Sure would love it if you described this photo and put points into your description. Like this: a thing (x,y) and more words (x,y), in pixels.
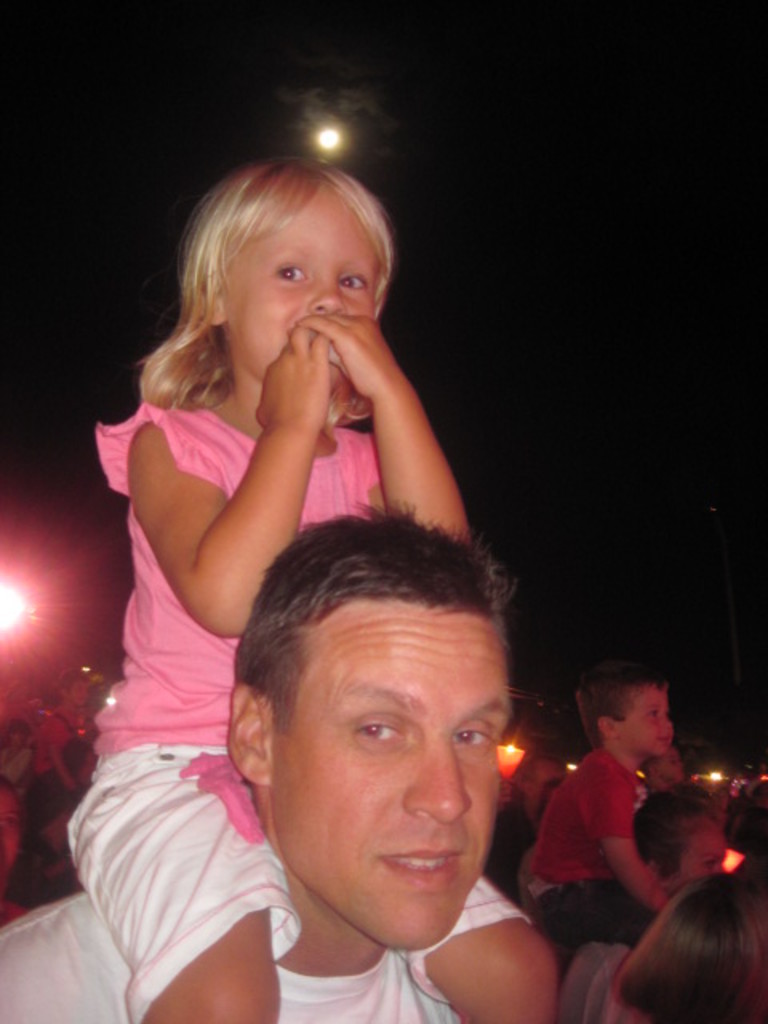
In this picture we can see a group of people (163,834) and some kids (203,794) are sitting on the person's shoulders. Behind the people (356,655) there are lights (30,621) and there is a moon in the sky (544,427).
